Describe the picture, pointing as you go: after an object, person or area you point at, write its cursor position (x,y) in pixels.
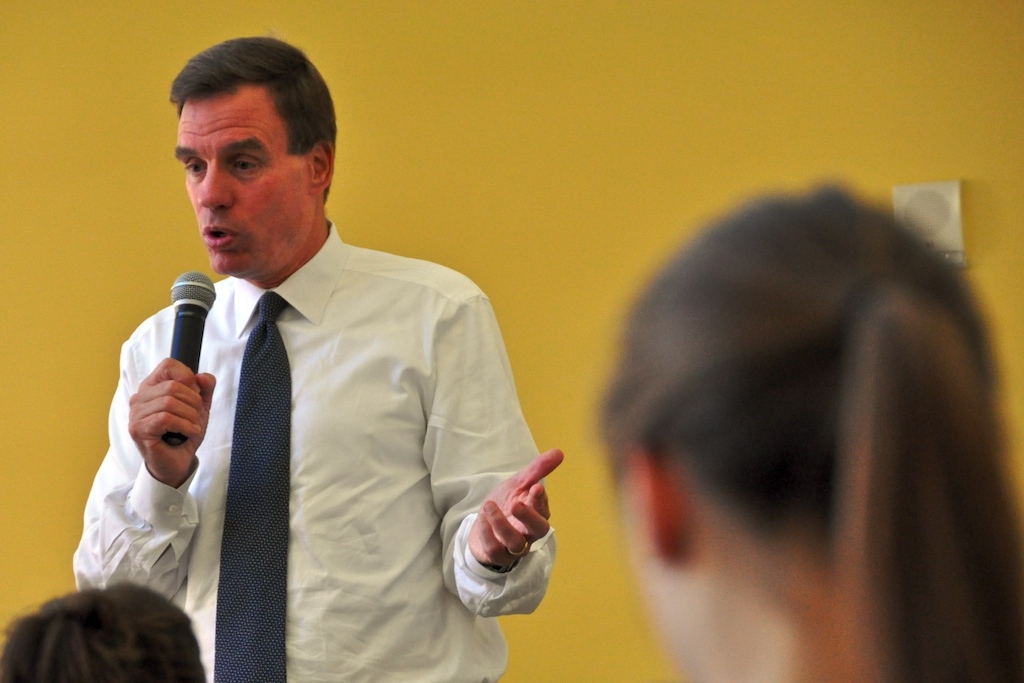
In this picture this person (519,481) standing and holding microphone (175,352). Two persons (822,568) are there. On the background (616,126) we can see wall (605,104).
